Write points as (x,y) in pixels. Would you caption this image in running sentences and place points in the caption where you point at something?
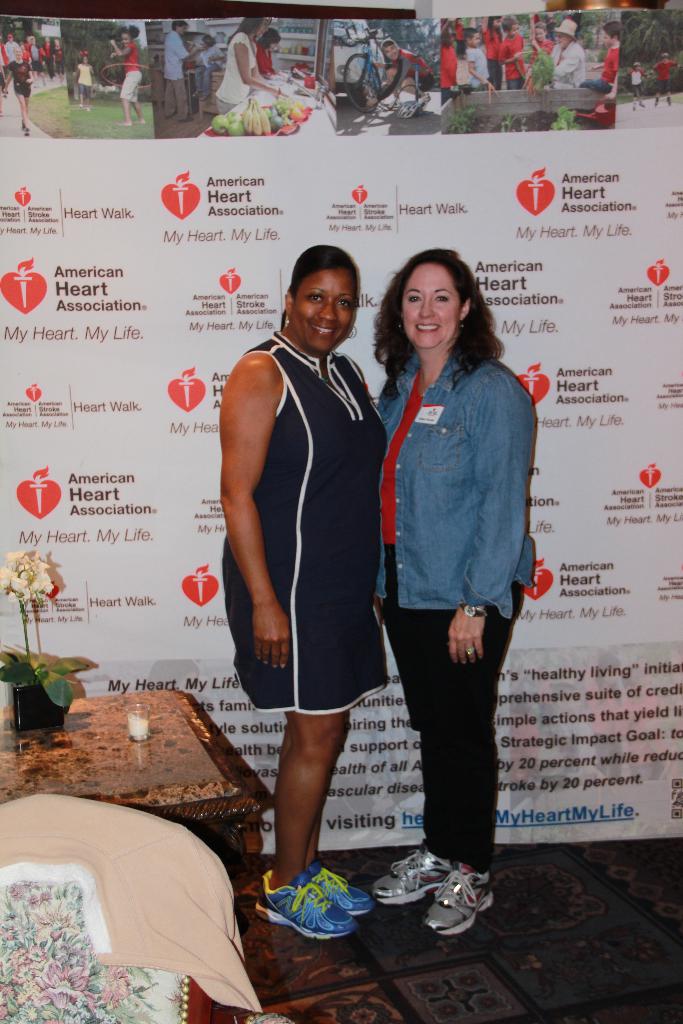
In the middle of the picture (330,497), we see two women (378,419) are standing. Both of them are smiling. Behind them, we see a board (180,569) in white color with some text (495,268) written on it. At the top (446,81), we see the photos (468,38) of the people (225,105). In the left bottom (202,892), we see a chair (21,928) and a table (163,804) on which flower vase (35,680) and a glass (138,739) containing the liquid (149,730) is placed.
